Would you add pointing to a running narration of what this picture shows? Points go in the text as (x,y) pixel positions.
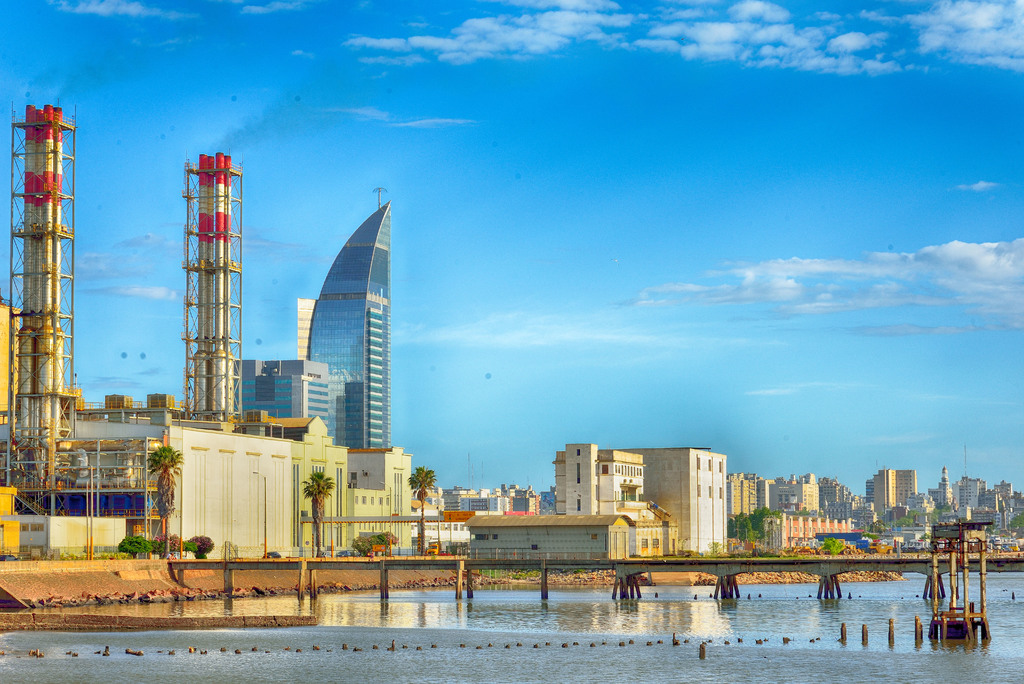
This is an outside view. At the bottom (485,659), I can see the water (784,682). On the right side (694,563) there is a bridge (680,564). In the background (300,491) there are many buildings (343,512) and trees (315,487). At the top of the image (710,194) I can see the sky (710,194) and clouds (701,34).
